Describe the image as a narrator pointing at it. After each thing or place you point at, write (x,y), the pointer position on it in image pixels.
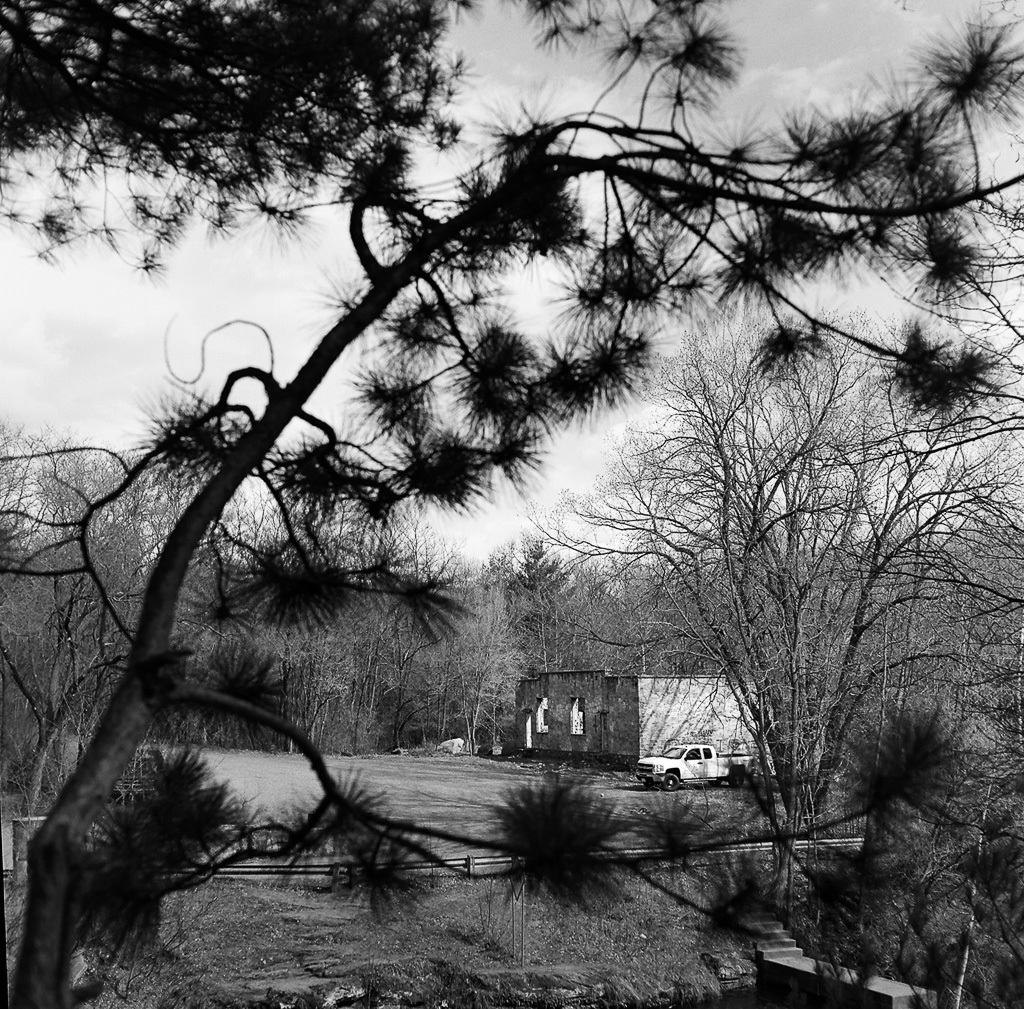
In this image there are many trees (429,736). Here there is a broken building (591,698). Beside it there is a truck (685,761). In front of the building (595,684) there is ground (310,771). The sky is cloudy.
